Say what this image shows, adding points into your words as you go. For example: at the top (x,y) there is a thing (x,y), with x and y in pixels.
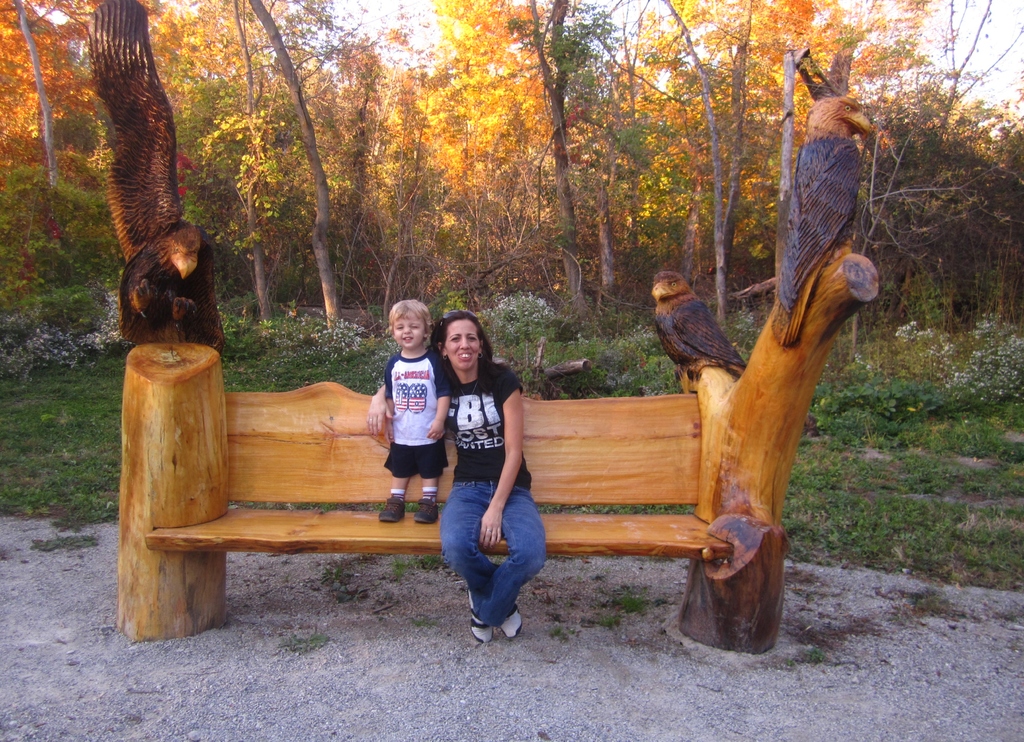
This woman (472,439) is sitting on this bench (539,503). Beside this woman (473,431) this kid (428,420) is standing. Far there are number of trees (594,128) and plants (314,339). On this bench (606,538) there is a sculptures (173,317) of birds (693,299).
